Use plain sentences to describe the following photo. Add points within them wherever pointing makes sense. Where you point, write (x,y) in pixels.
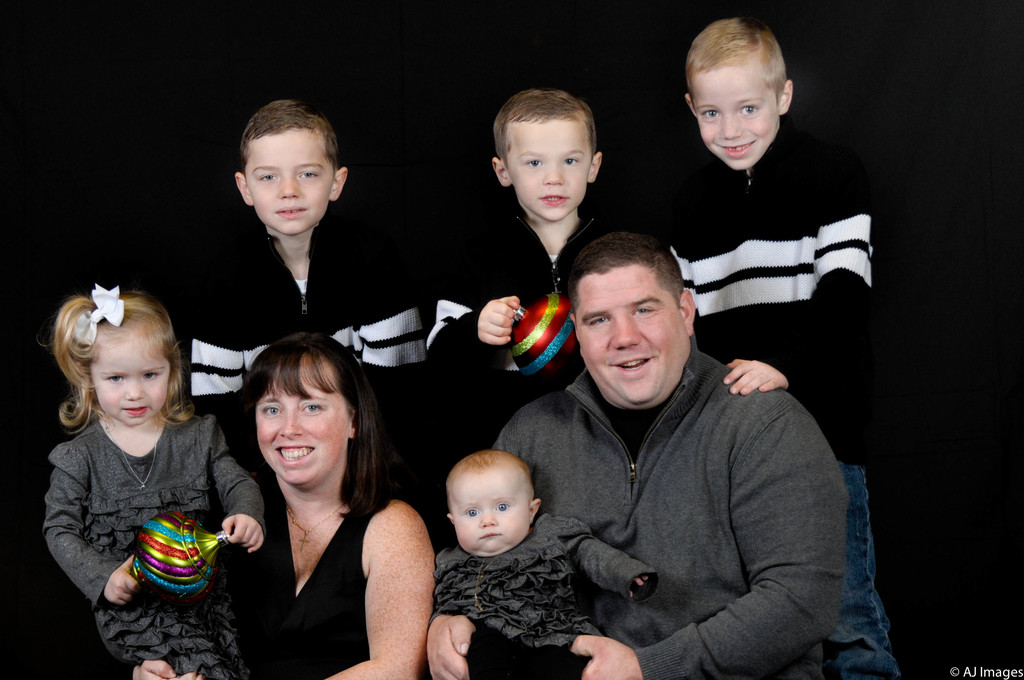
In this picture there is a woman (314,587) who is holding a baby girl (132,407). Beside her there is a man (639,505) who is holding a baby girl (565,572). In the back (867,200) I can see three boys (838,165) who are standing. In the background (449,90) I can see the darkness (410,106).
